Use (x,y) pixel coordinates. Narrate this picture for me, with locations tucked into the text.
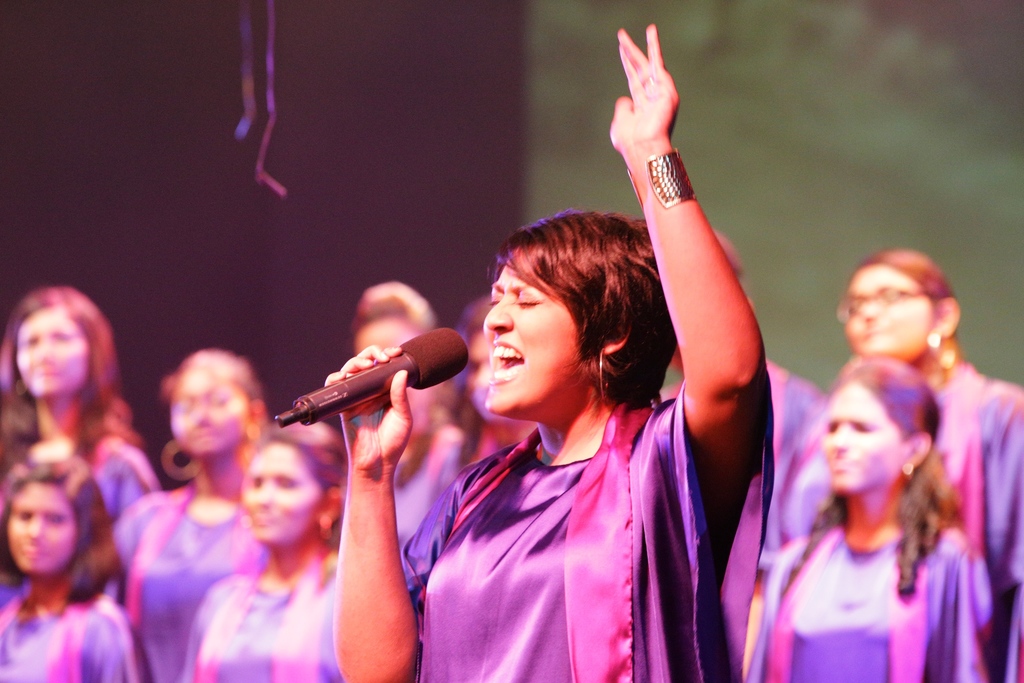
In this image there are group of people (438,492) in front (362,428) the woman (394,423) is holding the mic (455,342) and singing.
